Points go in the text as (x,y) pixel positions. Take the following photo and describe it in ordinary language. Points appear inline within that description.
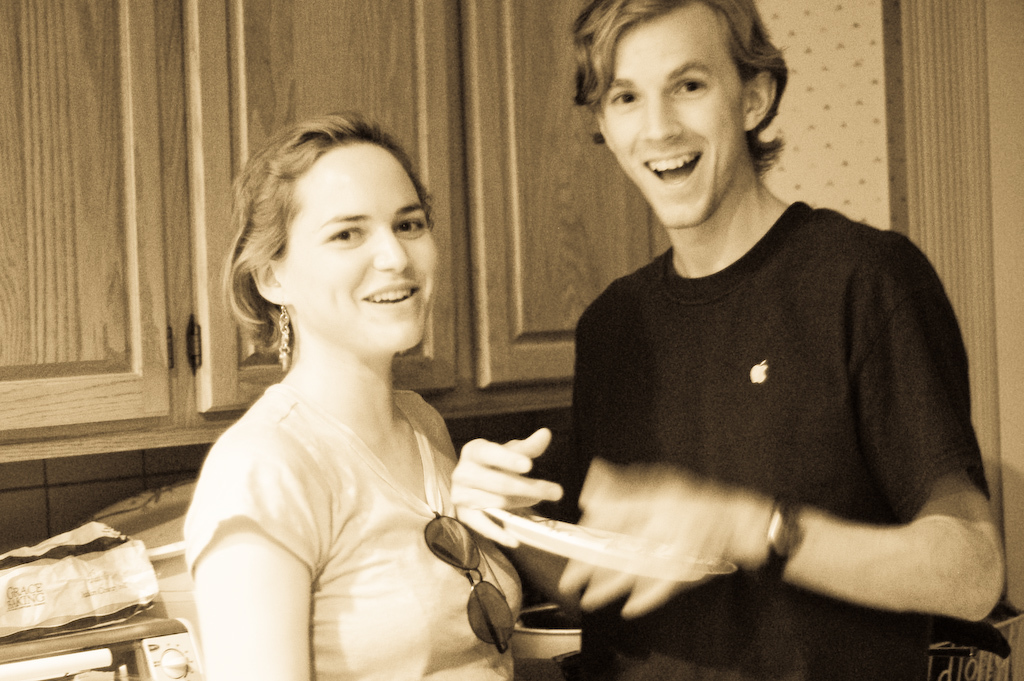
In this image in the front of there are persons (582,418) standing and smiling. In the background (555,329) there is a wardrobe (113,431) and there are objects (177,599) under the wardrobe (174,432).
